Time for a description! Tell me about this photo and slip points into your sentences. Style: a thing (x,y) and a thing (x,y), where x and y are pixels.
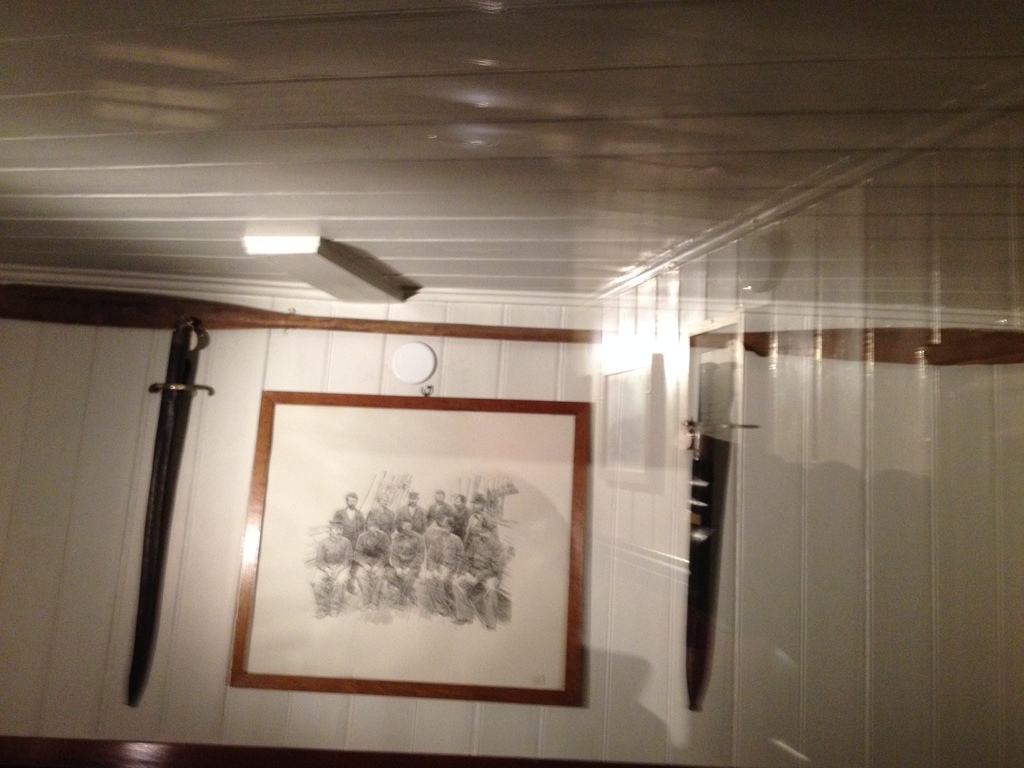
In this picture we can see frames (482,435), swords (175,450), ceiling (199,114) and the walls (120,656).
